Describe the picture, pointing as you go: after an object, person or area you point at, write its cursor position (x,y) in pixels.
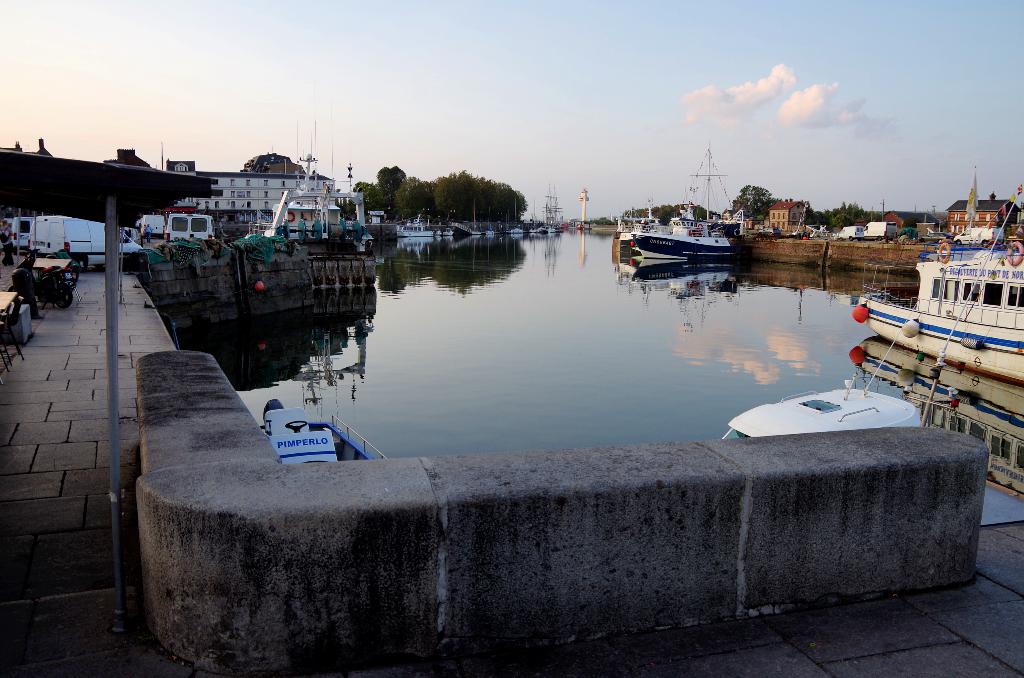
In this picture we can see boats (851,393) here, on the right side (960,219) there is a building (954,208), in the background (417,192) there are some trees (446,187), we can see water (579,387) here, there is the sky (581,167) at the top of the picture (558,90), we can see a tower (582,200) in the background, there is a shed (80,197) here.
